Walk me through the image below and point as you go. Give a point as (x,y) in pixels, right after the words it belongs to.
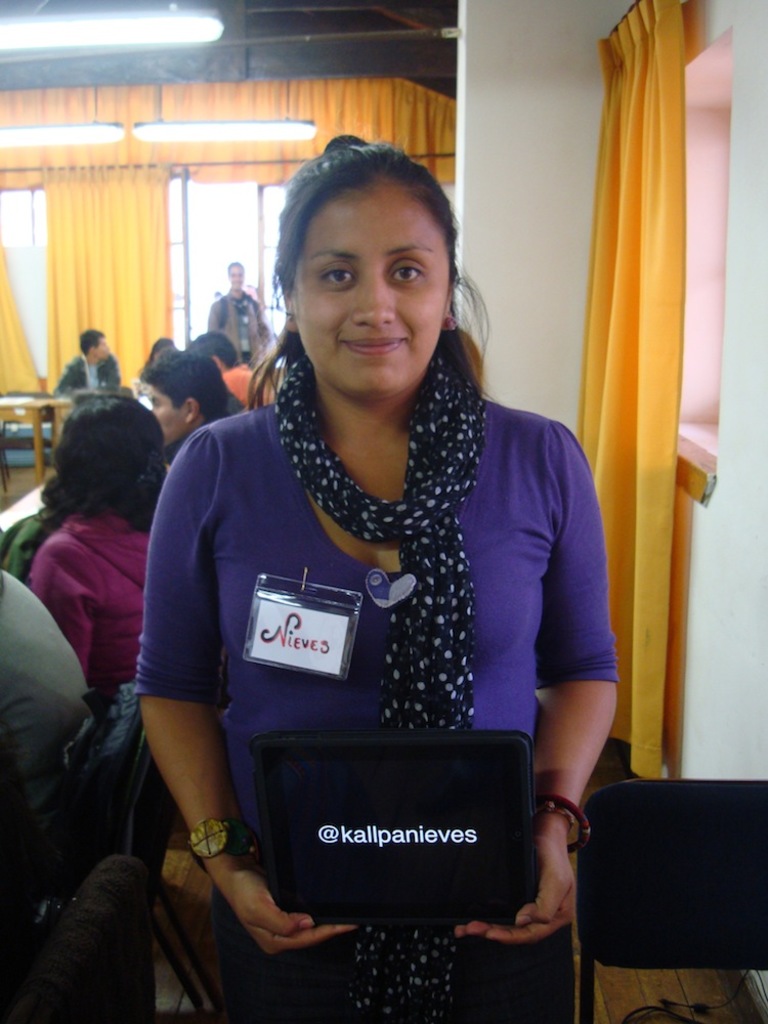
In this picture I can observe a woman (261,691) standing on the floor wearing violet color dress (222,596). She is smiling. Behind her there are some people (111,497) sitting on the chairs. In the background (126,273) I can observe yellow color curtains (124,204) and tube lights (61,34).
